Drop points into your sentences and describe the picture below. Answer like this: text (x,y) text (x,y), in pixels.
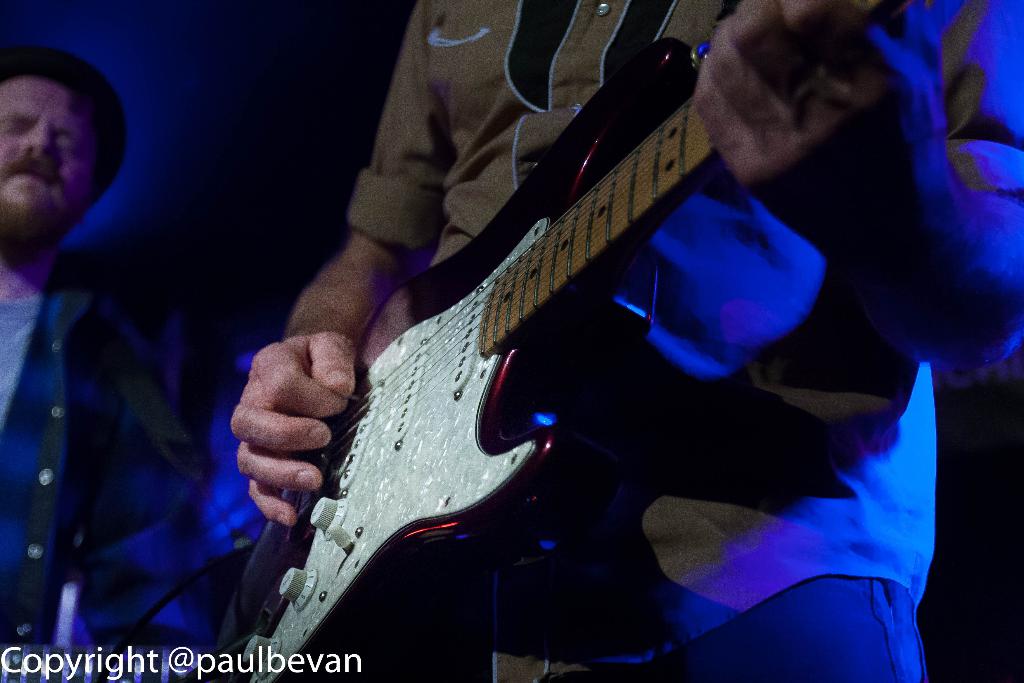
Here a man (627,317) is playing guitar (654,193). Beside him there is a person (115,331).
